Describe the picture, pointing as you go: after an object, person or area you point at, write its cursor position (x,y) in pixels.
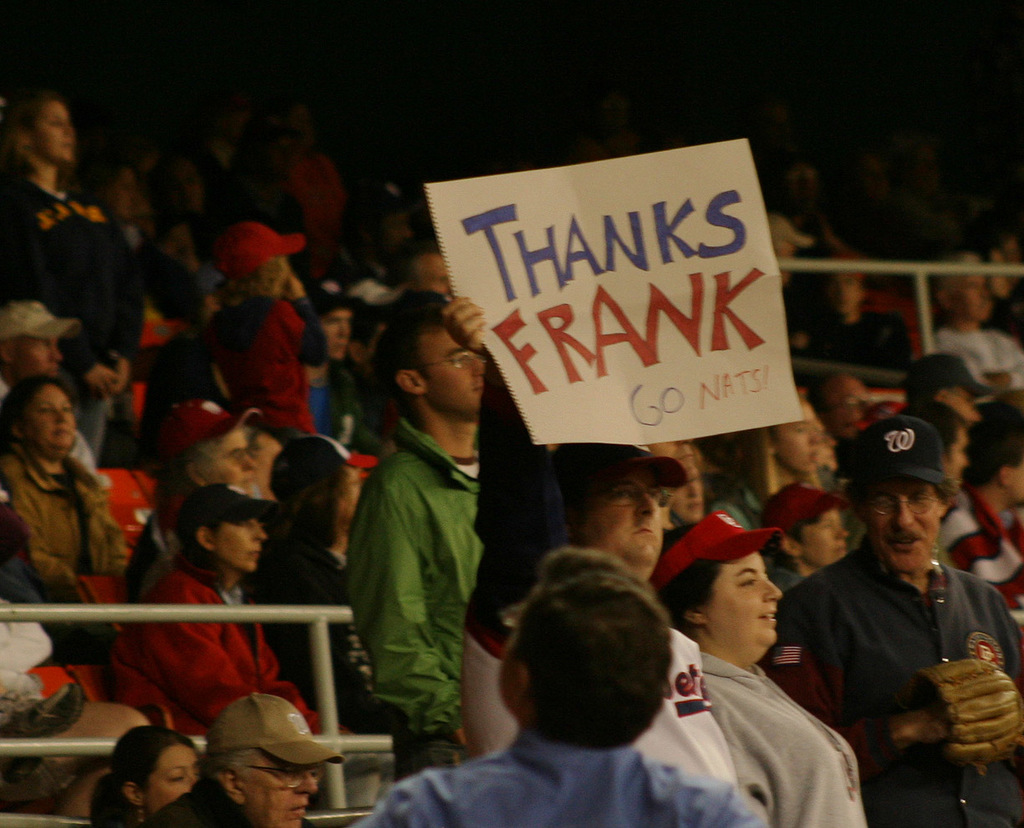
In the image there are many people (466,568) standing and sitting, the man (636,572) in the middle (531,454) holding a paper (522,221) with a note (497,260) on it, it seems to be they all looking at a game.
